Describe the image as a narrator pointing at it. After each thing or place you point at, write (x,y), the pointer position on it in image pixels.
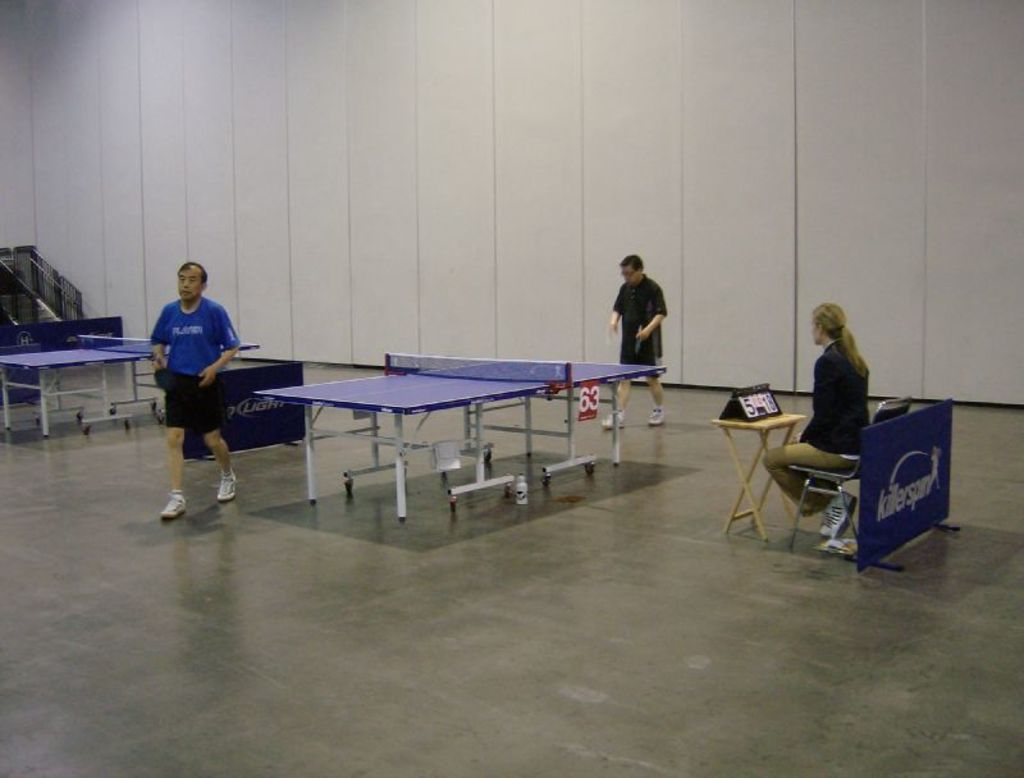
In this image we can see people (630,289) standing near the table tennis board (390,379) and this woman (842,443) is sitting on the chair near table (739,425). In the background (871,369) we can see a wall (888,237).
